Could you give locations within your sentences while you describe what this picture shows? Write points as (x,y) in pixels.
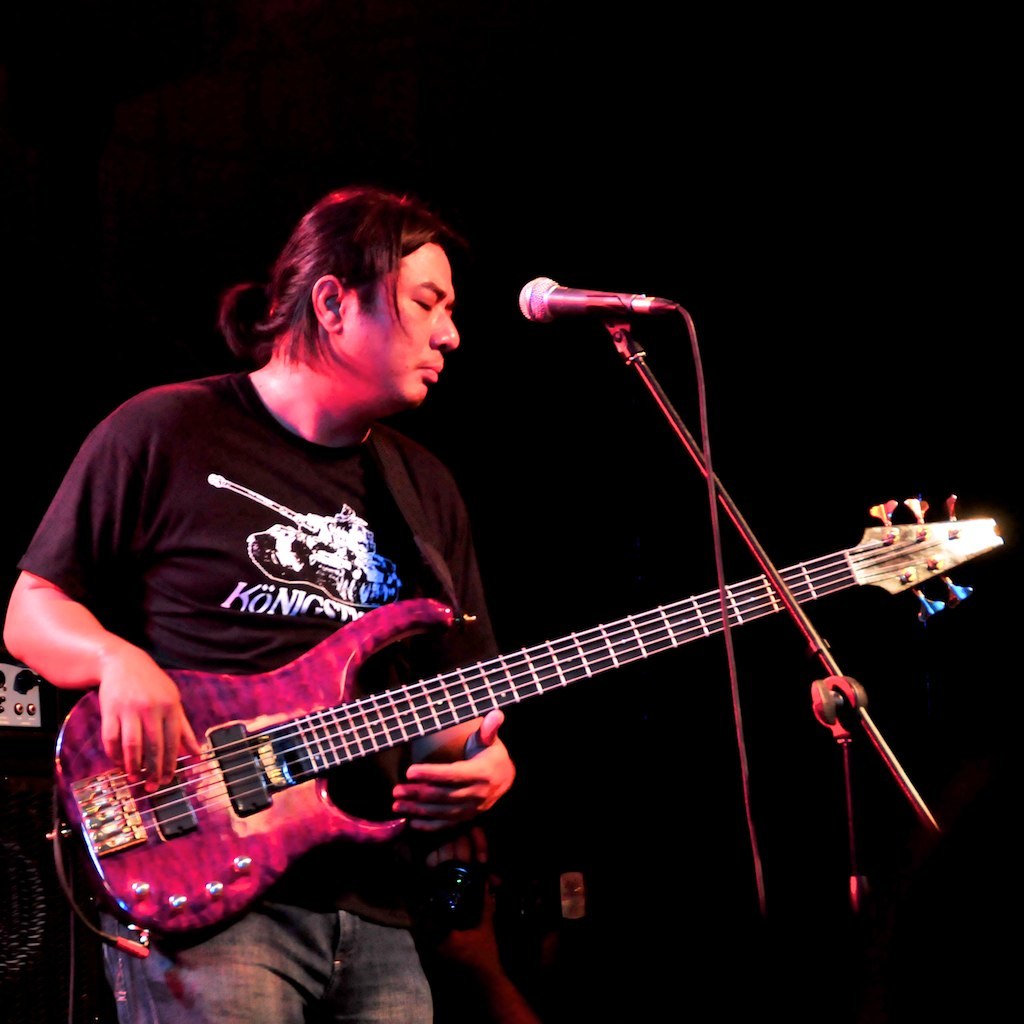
This picture shows a man (49,648) standing and playing guitar (922,527) and we see a microphone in front of him and he wore a black colour t-shirt (355,605) and it is a dark background (568,215).
